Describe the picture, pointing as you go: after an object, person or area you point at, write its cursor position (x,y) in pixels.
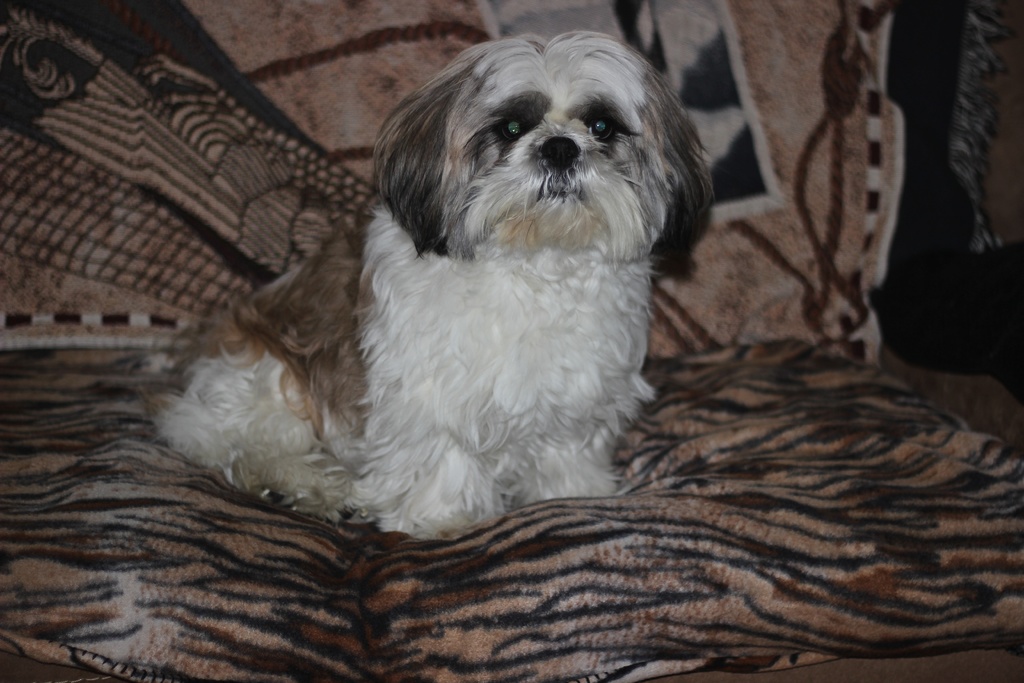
As we can see in the image there is a white color dog (461,267) sitting on sofa (558,544).
